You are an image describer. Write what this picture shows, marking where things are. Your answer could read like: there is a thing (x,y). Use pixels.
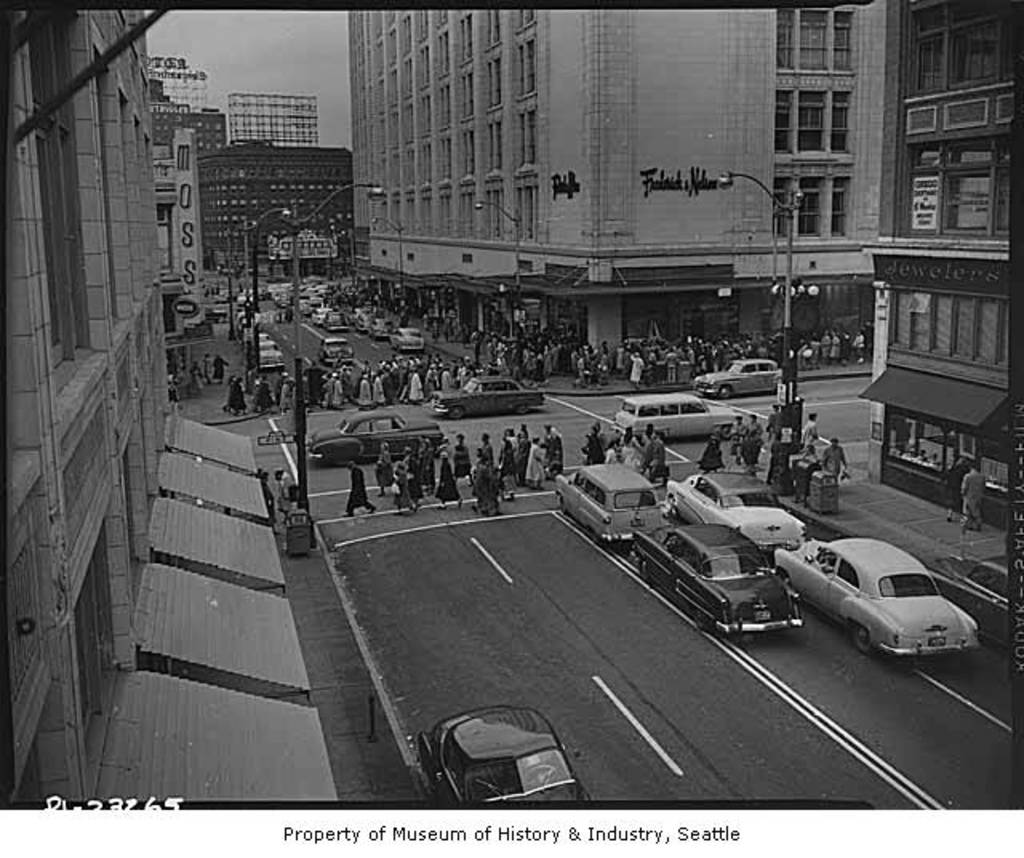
In this image I can see the road (499,621). On the road (544,642) there are many vehicles (671,589) and group of people (493,482). To the side of the road (388,497) I can see few more people (660,374) and the light poles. In the background (501,156) there are many buildings (249,186) and the white sky (205,91).
